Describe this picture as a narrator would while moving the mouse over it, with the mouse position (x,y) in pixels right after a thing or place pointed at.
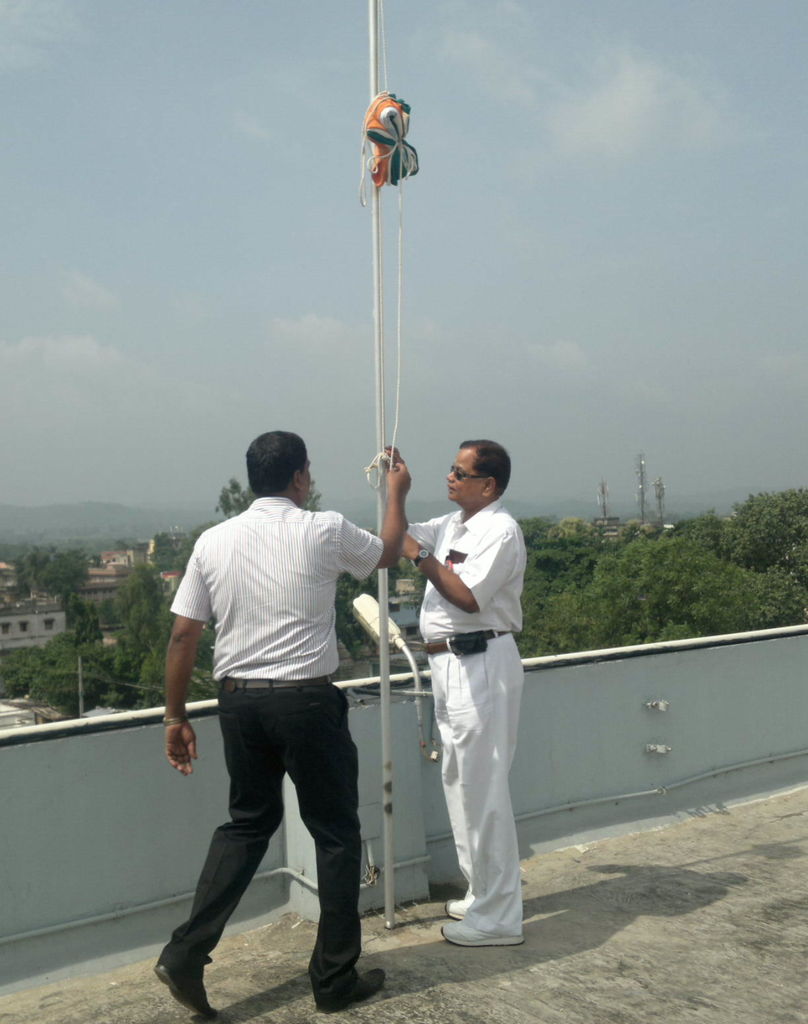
In this image we can see two persons (351,768) on the terrace (410,819) of the building (694,818). There is a light (373,618) and few pipes (412,661) attached to the wall (424,688). There are many trees (110,662) in the image. There are few towers (640,466) and buildings (46,622) in the image. There is a sky (631,484) in the image.
